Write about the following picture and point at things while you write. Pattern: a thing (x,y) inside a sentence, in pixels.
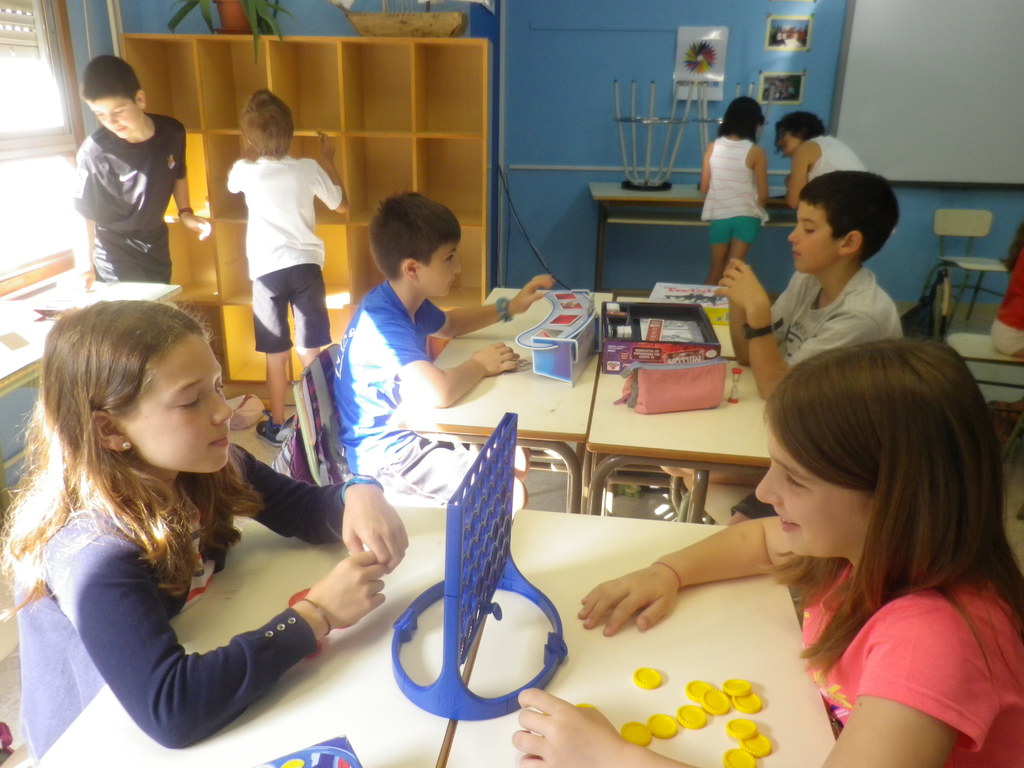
This 4 kids (442,316) are sitting on a chair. Beside this 4 kids (863,502) there is a tables (556,399), on a table (718,653) there are coins (711,688), game (484,478), box (624,358) and bag (667,375). This is a rack (473,51), above the rack (388,186) there is a plant (249,19) and boat (429,31). This 2 persons (255,163) are standing in-front of this rack (198,116). Far this 2 persons (724,203) are standing in-front of this table (614,188), on wall (785,56) there are different type of posters (786,36).
